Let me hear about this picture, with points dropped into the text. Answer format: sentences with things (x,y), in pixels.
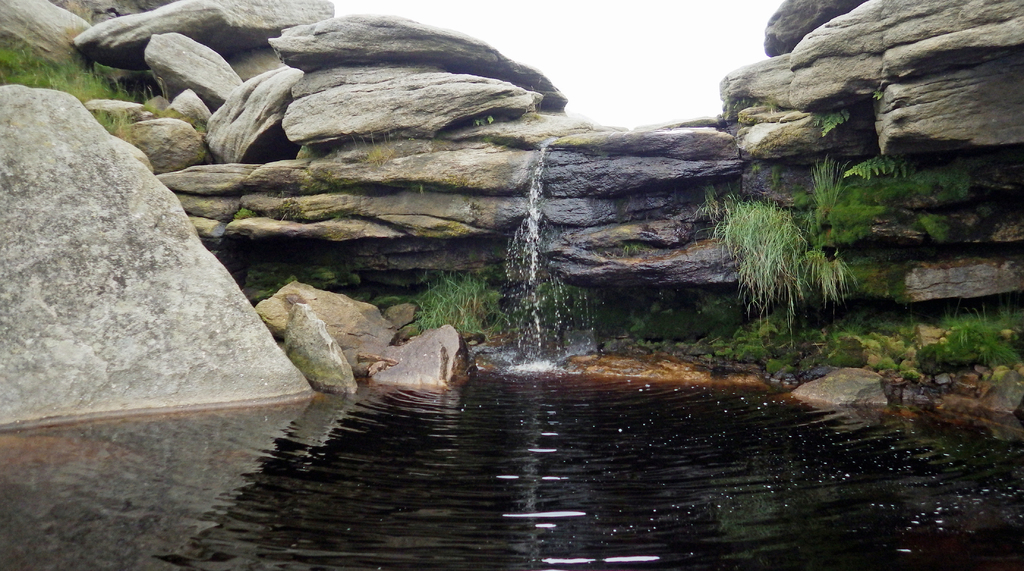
In this image there is water (483,454) in the middle (543,375). Behind the water (477,476) there are stones (310,131) one above the other. On the left side (80,248) there is a big rock (151,220). There is some grass (830,210) on the stones (341,64).
